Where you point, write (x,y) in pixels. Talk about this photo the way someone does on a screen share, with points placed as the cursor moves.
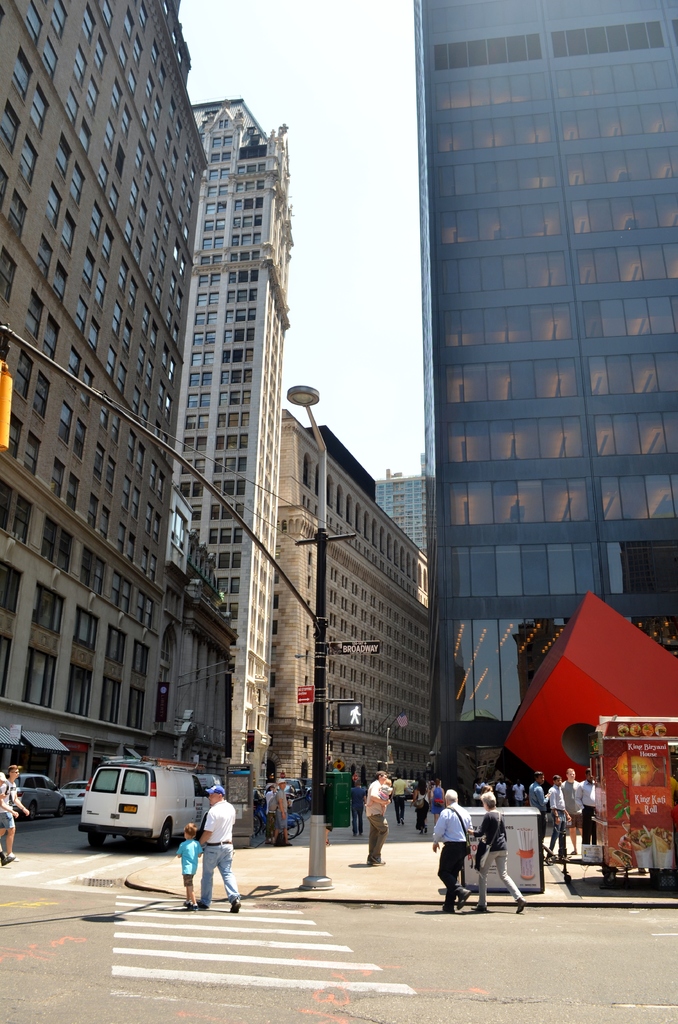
In this image we can see people (486,877), vehicles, pole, light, boards (654,841), road (72,993), and buildings (277,294). In the background (321,222) there is sky (303,257).
